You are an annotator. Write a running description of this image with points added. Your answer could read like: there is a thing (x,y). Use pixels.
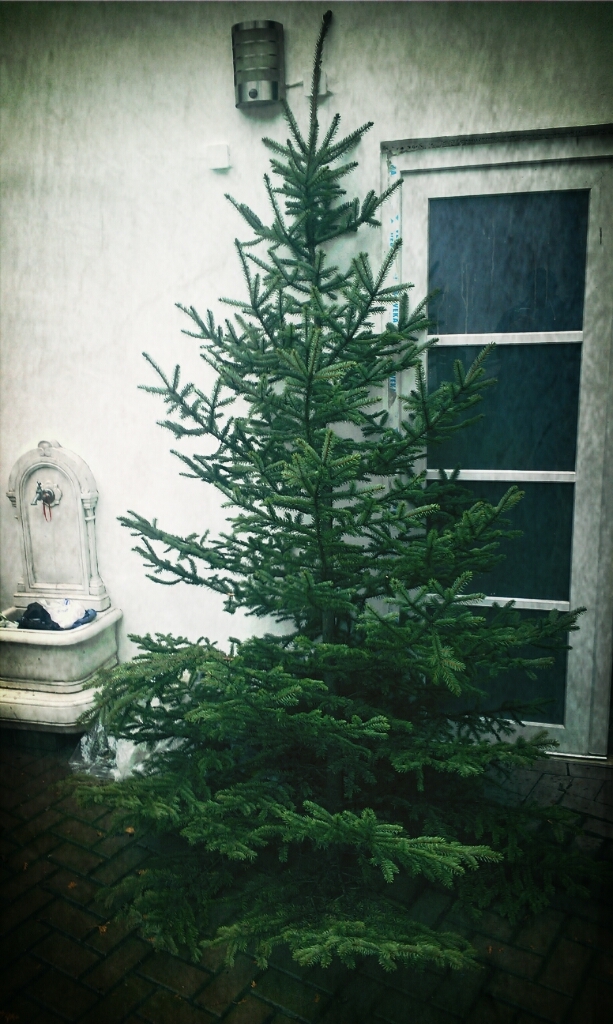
This image consists of a plant (198,548) in the middle (305,441). There is a window (404,184) on the right side (443,434).
